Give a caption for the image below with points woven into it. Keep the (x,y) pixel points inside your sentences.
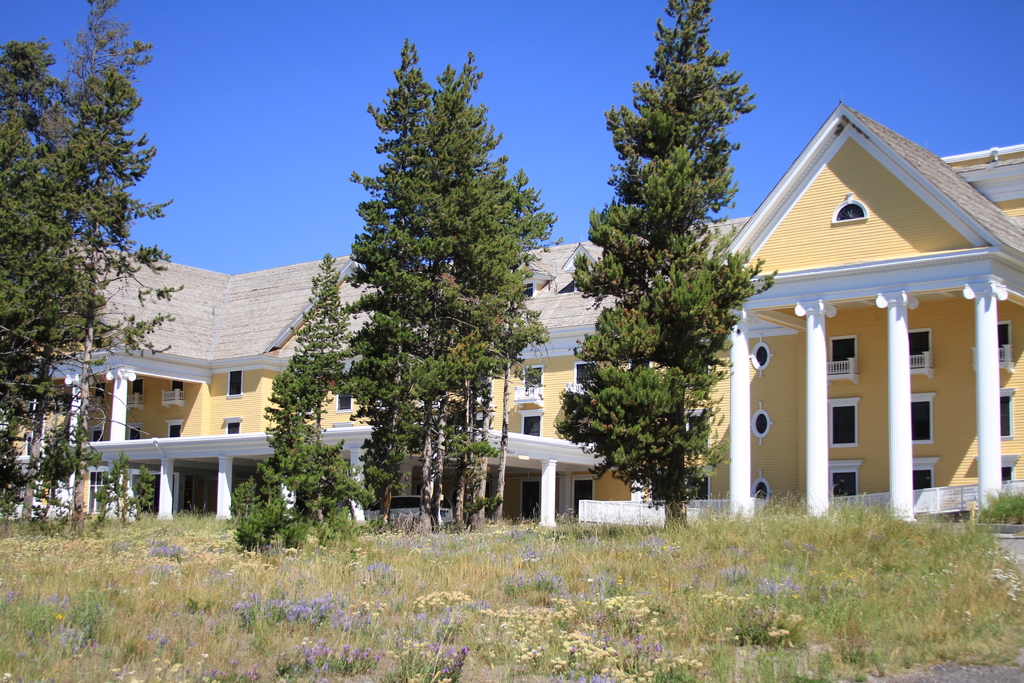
In this picture there is a building (569,322) and there are trees (636,346). In the background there is a vehicle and there is a railing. At the top (374,91) there is sky (377,48). At the bottom (817,680) there are flowers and plants (604,647) and there is grass (903,570) and there is a pavement (1017,682).
